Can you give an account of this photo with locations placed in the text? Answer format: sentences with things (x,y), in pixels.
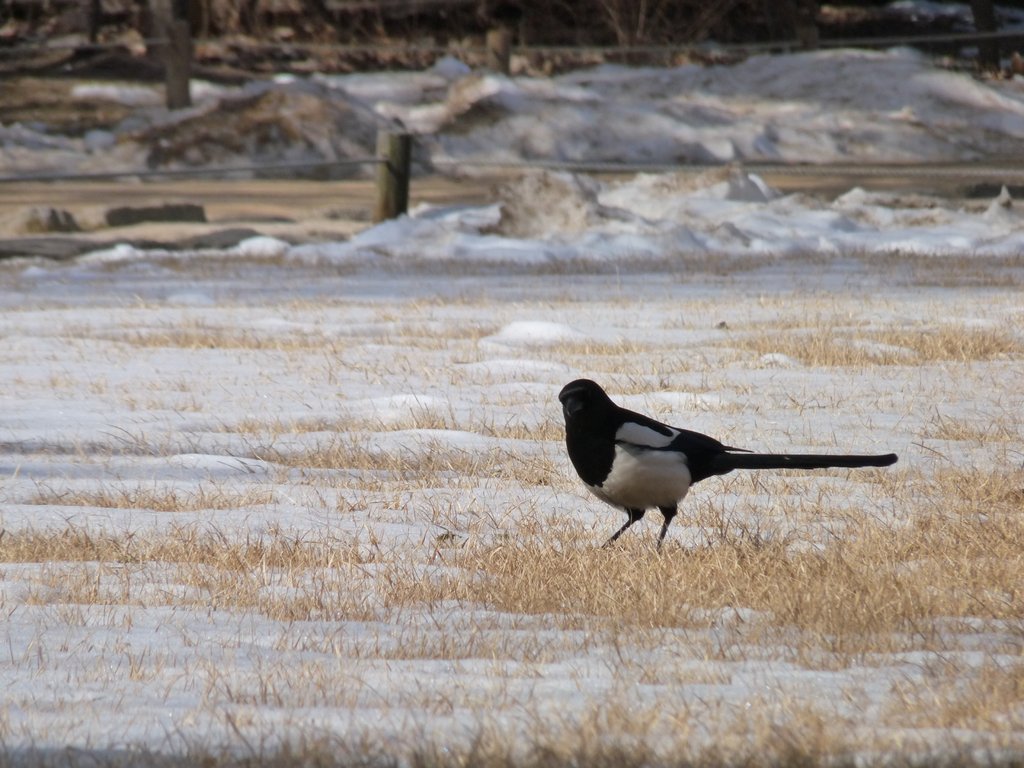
In this image we can see a magpie (611,411) on grass (529,545) and white color surface (300,629). In the background of the image (156,42) there are trees (645,12). There is a rope (377,162).
